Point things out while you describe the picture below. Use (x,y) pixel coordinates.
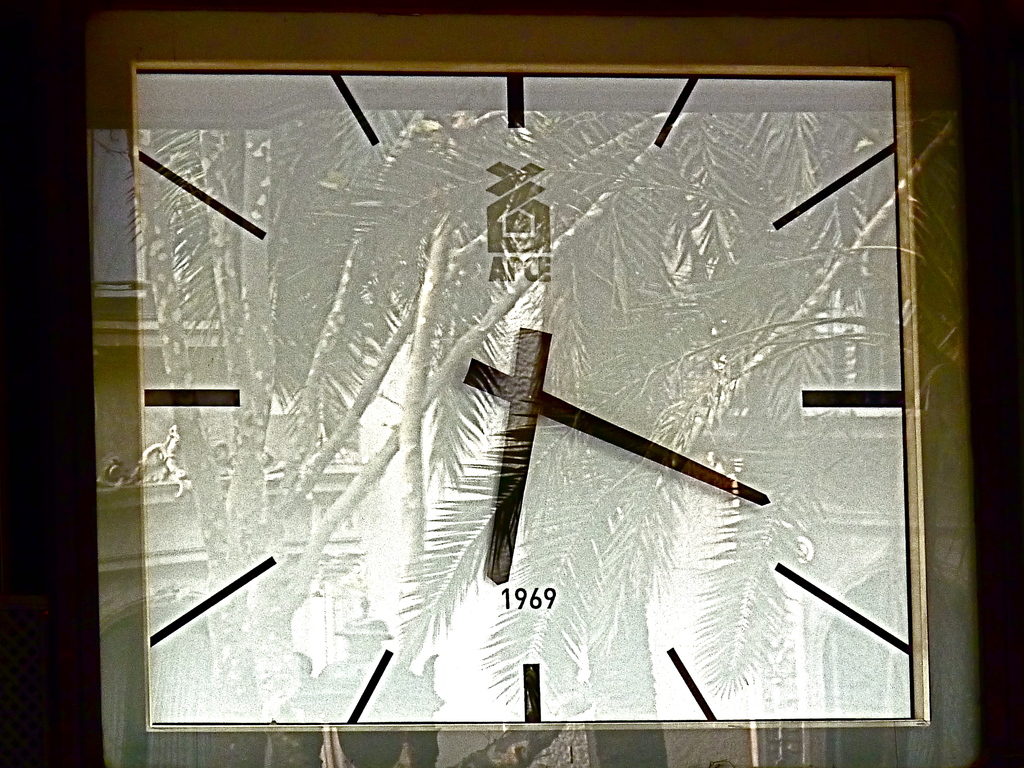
It is a watch (817,629), there is the year in this in black color.
